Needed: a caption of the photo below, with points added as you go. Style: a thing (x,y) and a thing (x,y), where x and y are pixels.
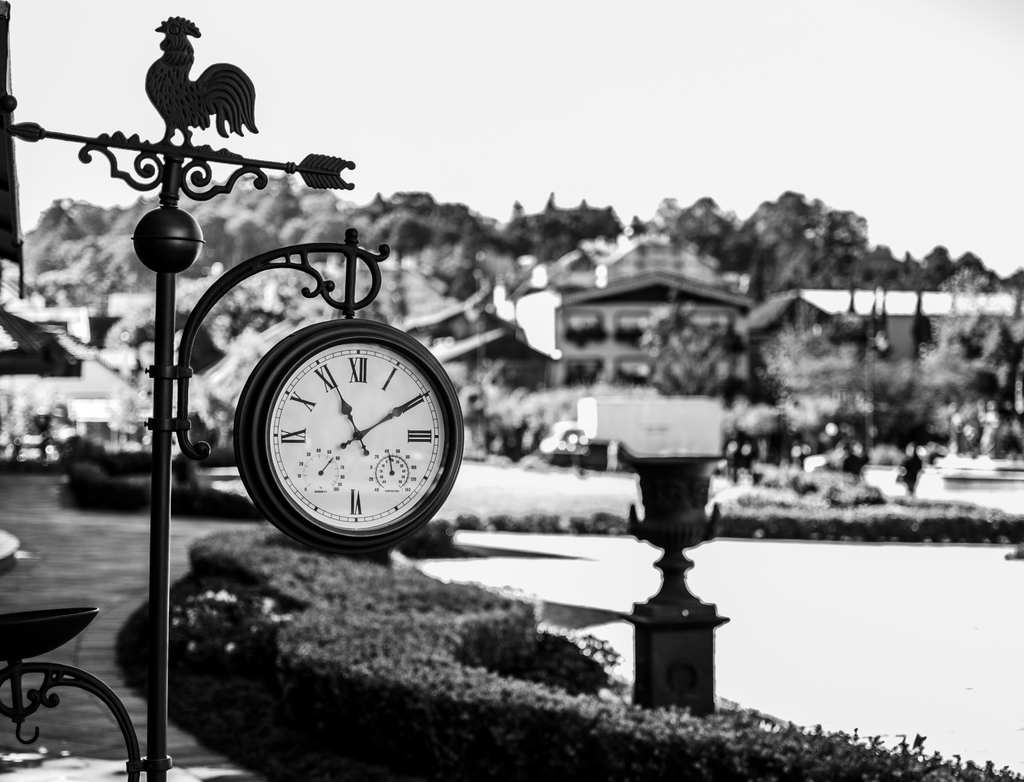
In this picture we can see a clock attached to a pole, here we can see plants (461,648) and some objects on the ground (528,505) and in the background (502,454) we can see buildings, people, trees (528,454), sky (962,9) and some objects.
